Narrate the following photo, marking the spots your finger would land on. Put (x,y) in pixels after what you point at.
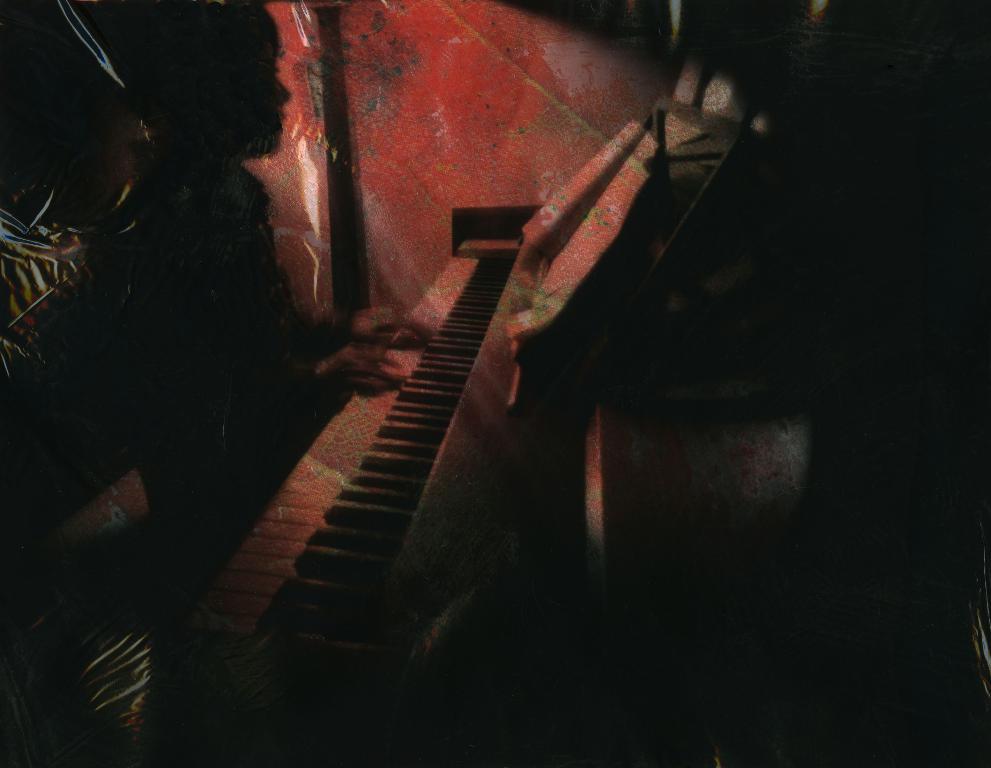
In this picture we can see a person (137,393) playing a keyboard (392,448) and it's very dark.
